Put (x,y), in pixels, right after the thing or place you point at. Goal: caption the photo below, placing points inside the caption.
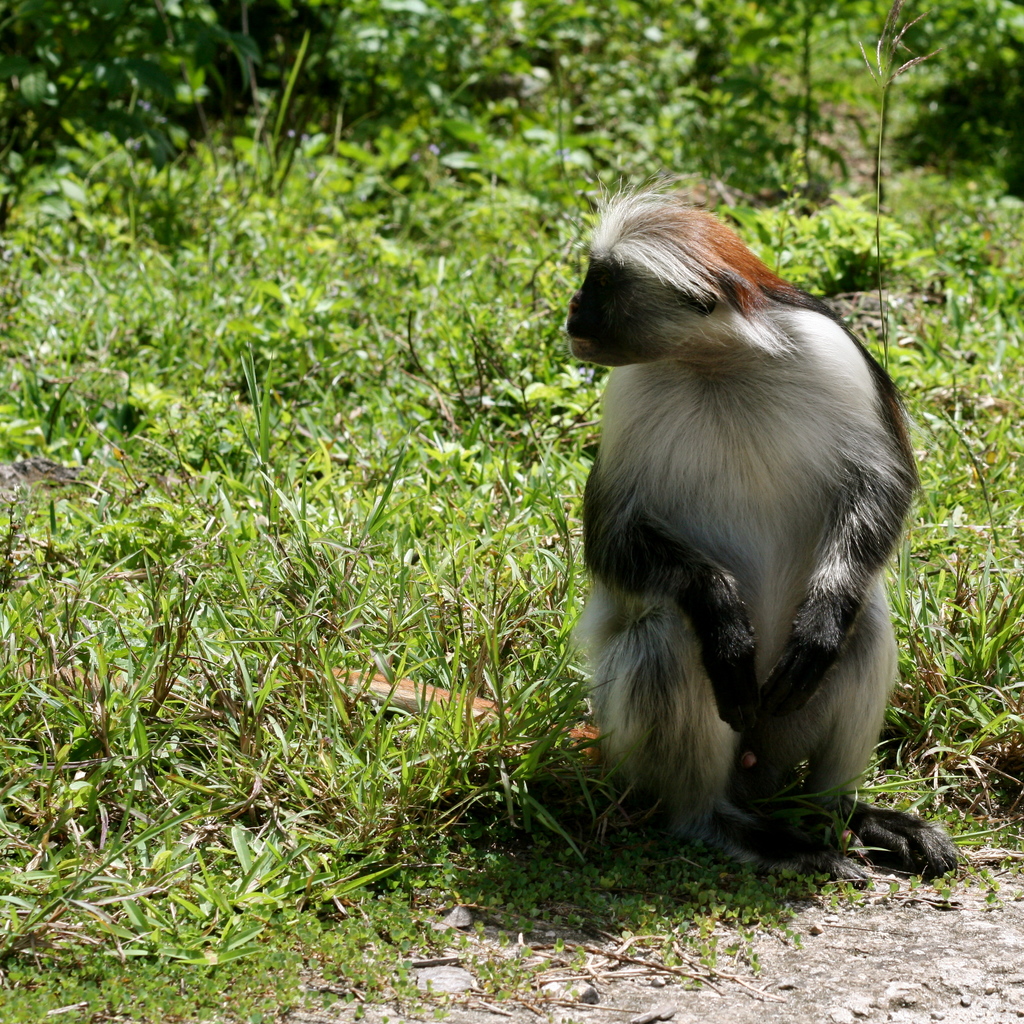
In this image there is an animal (613,495) in the center (674,510). In the background (330,408) there are trees (279,82) and there's grass (386,480) on the ground (386,480).
